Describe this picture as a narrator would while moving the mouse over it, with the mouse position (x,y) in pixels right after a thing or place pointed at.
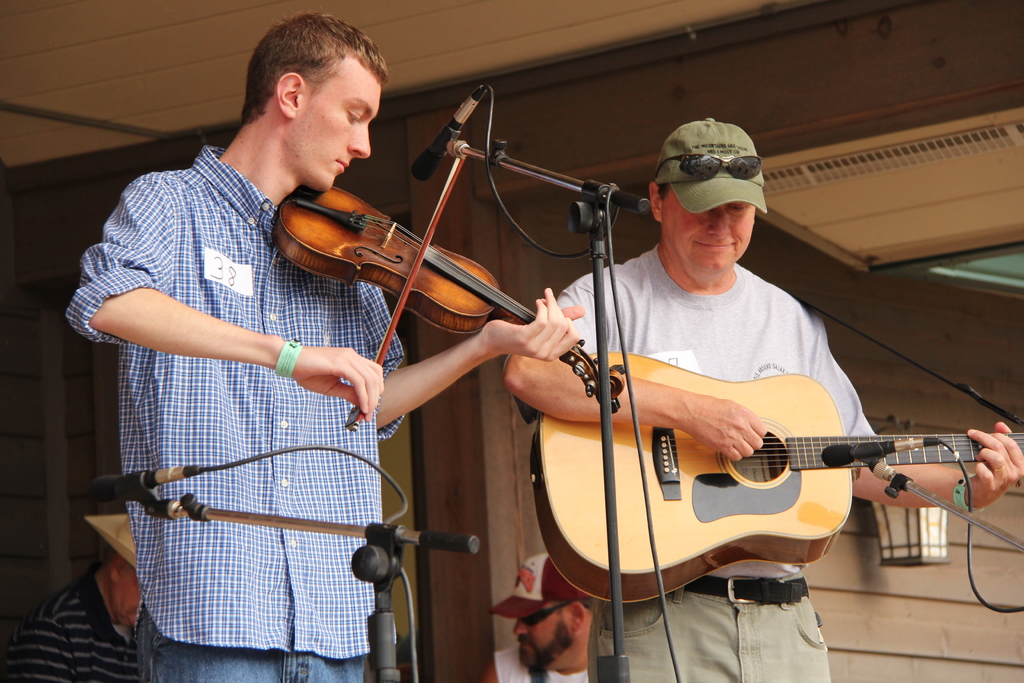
These 2 persons (328,118) are standing in-front of mic (433,155). This is mic (425,165) with holder (618,638). This person (711,667) is playing guitar (739,526) and wore cap (691,138). This man (350,81) is playing violin (348,237). These 2 persons (88,637) are sitting and wore caps (109,539).
